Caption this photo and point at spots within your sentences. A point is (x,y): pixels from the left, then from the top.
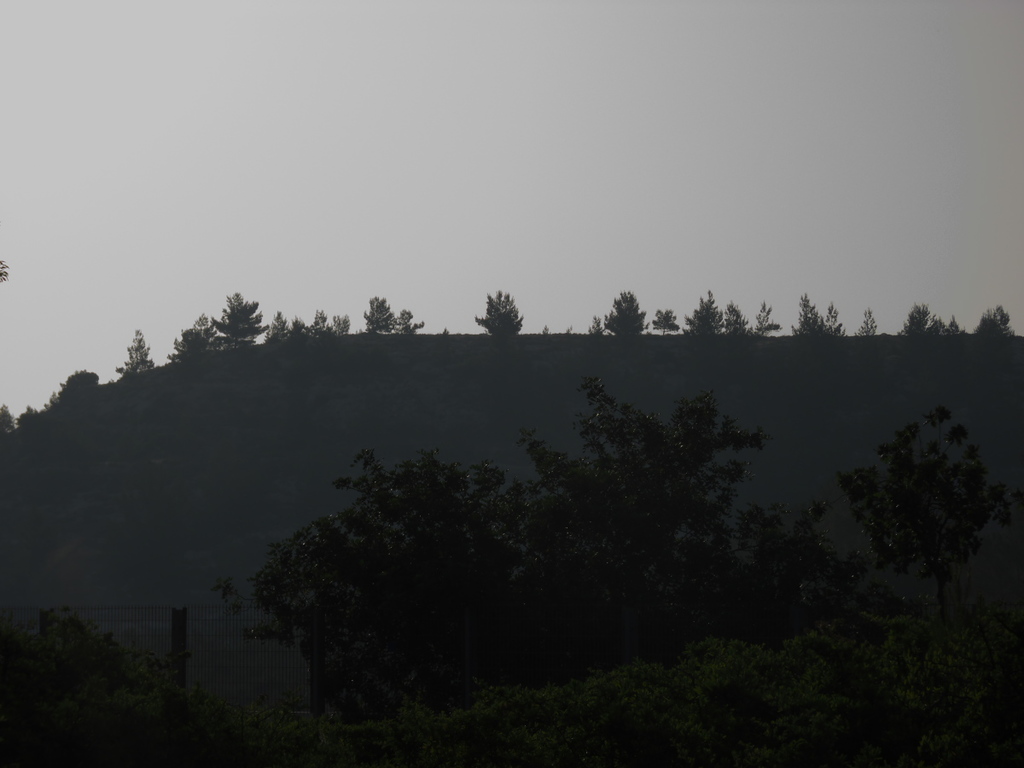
In this image I can see number of trees (990,634), few poles (180,645) and few wires (209,619). I can also see this image is little bit in dark.
